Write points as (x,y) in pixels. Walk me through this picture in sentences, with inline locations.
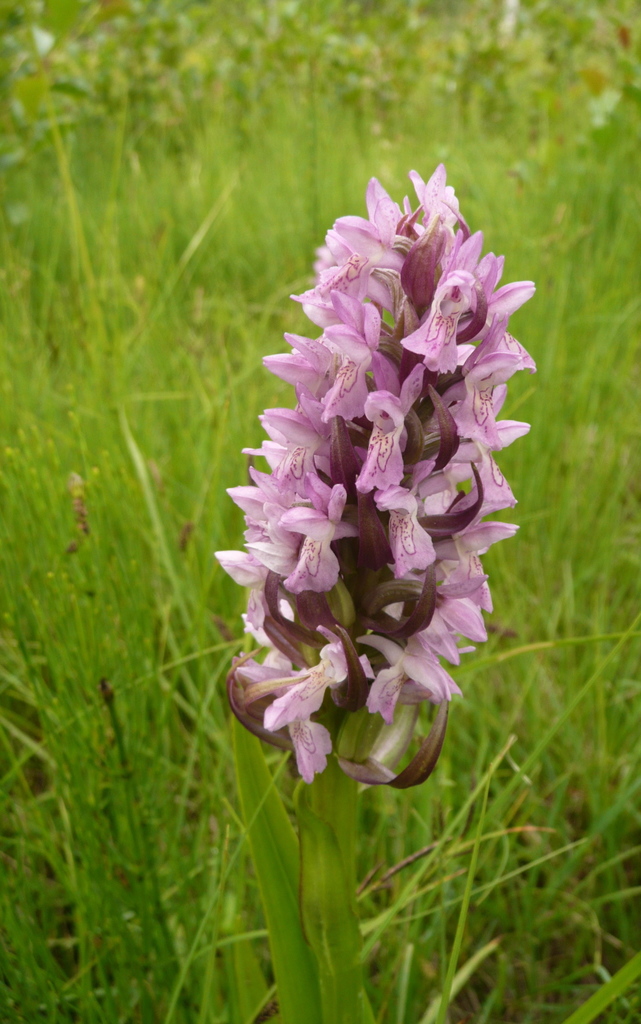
In the image we can see there are flowers (373,378) on the plant (334,801) and there are plants (171,977) on the ground (182,370).
